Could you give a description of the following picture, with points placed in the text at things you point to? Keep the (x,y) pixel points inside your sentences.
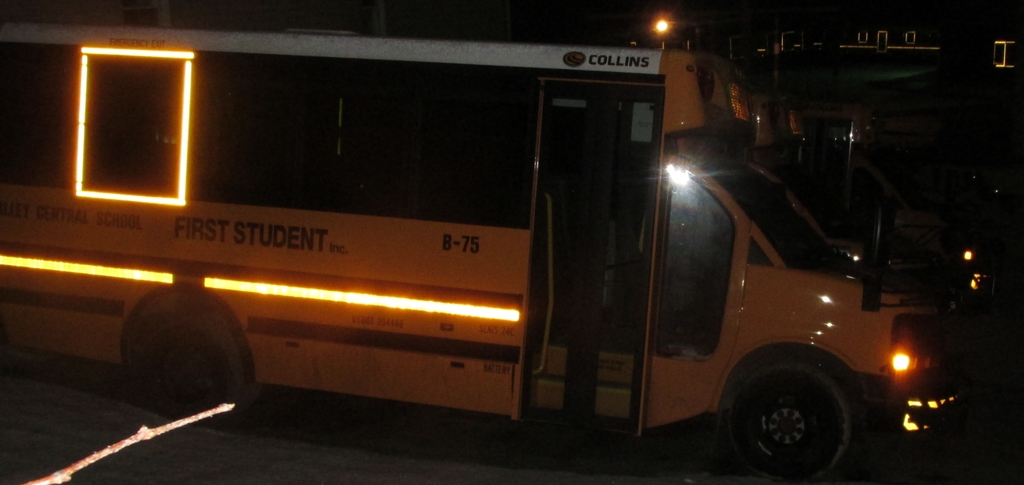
In this picture I can see a mini bus (395,263) and I can see few lights (660,28), it looks like a school bus (735,113) and looks like a building (996,18) in the back (867,88) and I can see dark background (733,40).
